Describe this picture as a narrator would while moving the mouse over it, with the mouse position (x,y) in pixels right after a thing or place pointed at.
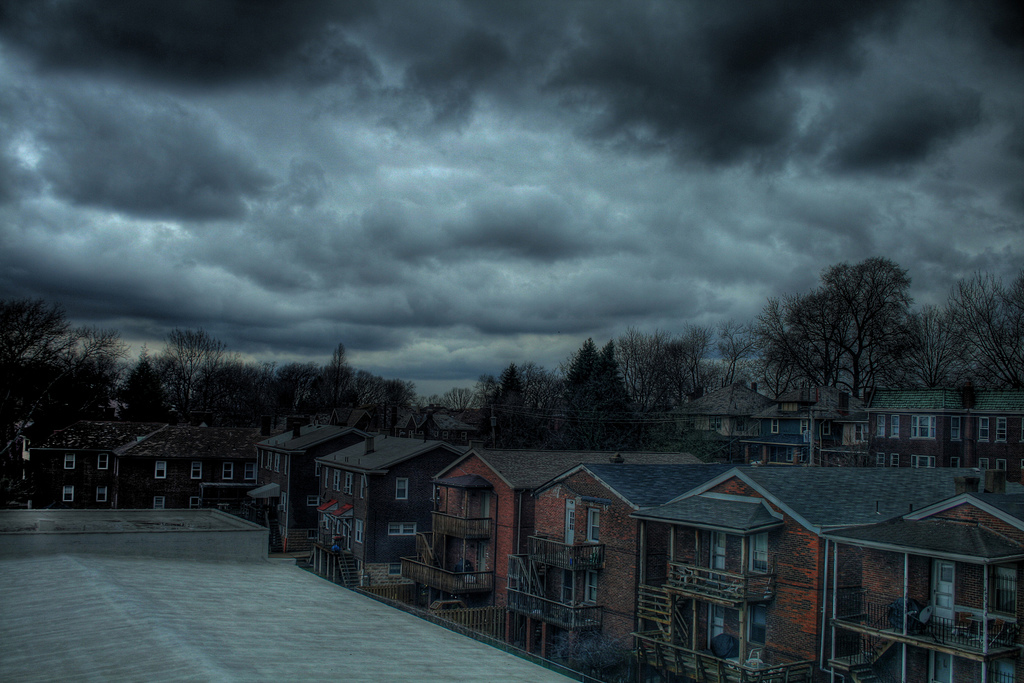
In the image there are buildings (556,531) with walls (515,543), windows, roofs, chimneys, poles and railings (426,541). In the background (664,407) there are trees (898,388). At the top of the image (676,119) there is sky (480,138) with clouds (358,153).
